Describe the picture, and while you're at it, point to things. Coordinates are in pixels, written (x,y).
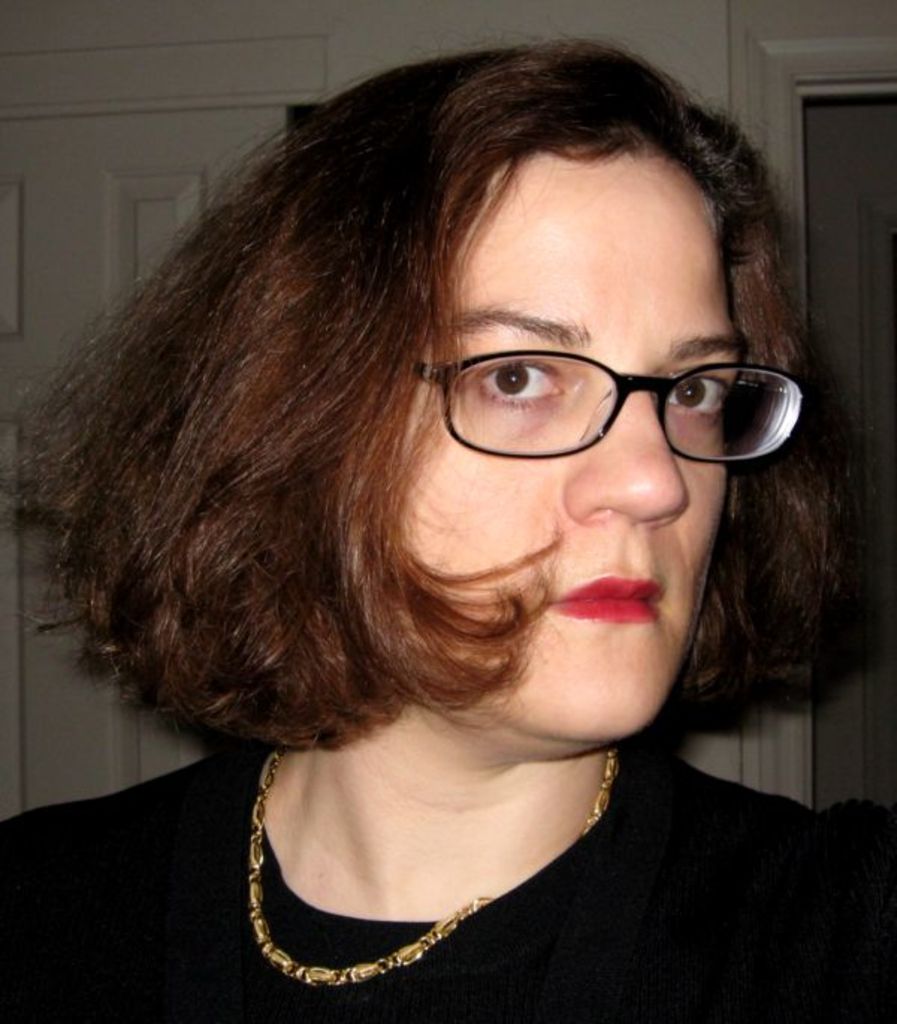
In this picture we can see a woman (606,753) and in the background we can see the wall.
